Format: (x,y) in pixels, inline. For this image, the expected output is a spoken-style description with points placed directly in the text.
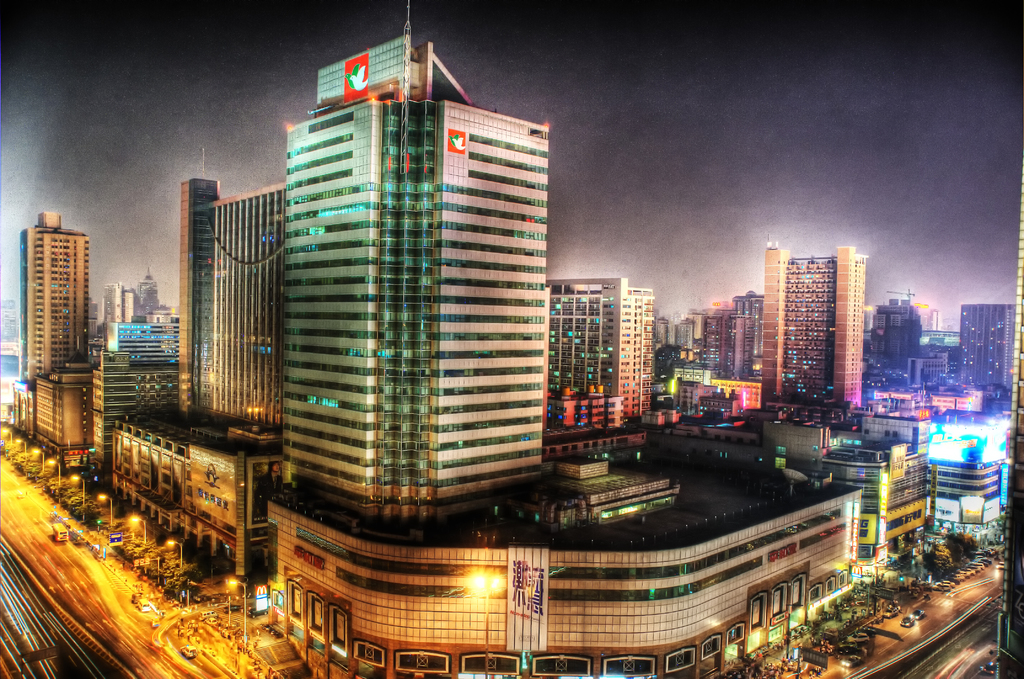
In the center of the image (480,310) there are buildings (382,523). At the bottom of the image (29,552) there is road (105,660). At the top of the image (712,61) there is sky (246,97).
